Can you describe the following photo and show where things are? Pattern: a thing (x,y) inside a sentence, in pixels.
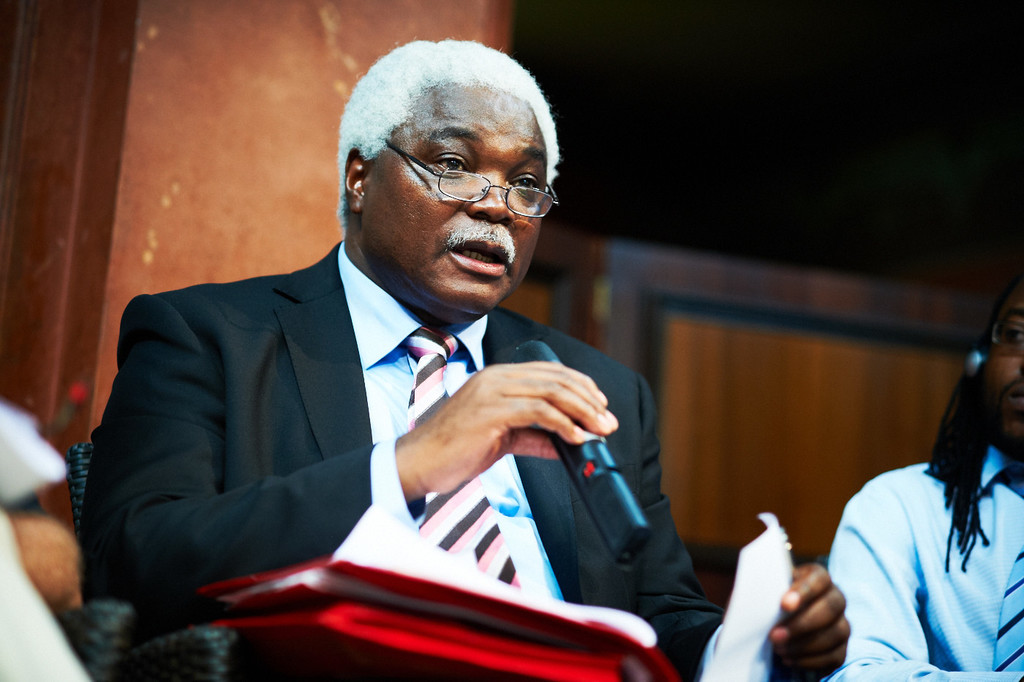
There is a man (525,400) holding mic (532,358) and a paper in the foreground area (548,358), there are files (523,665) at the bottom side (388,630), there is another person (913,582) on the right side (1011,546), it seems like a wooden pillar (198,159) in the background (210,125).
